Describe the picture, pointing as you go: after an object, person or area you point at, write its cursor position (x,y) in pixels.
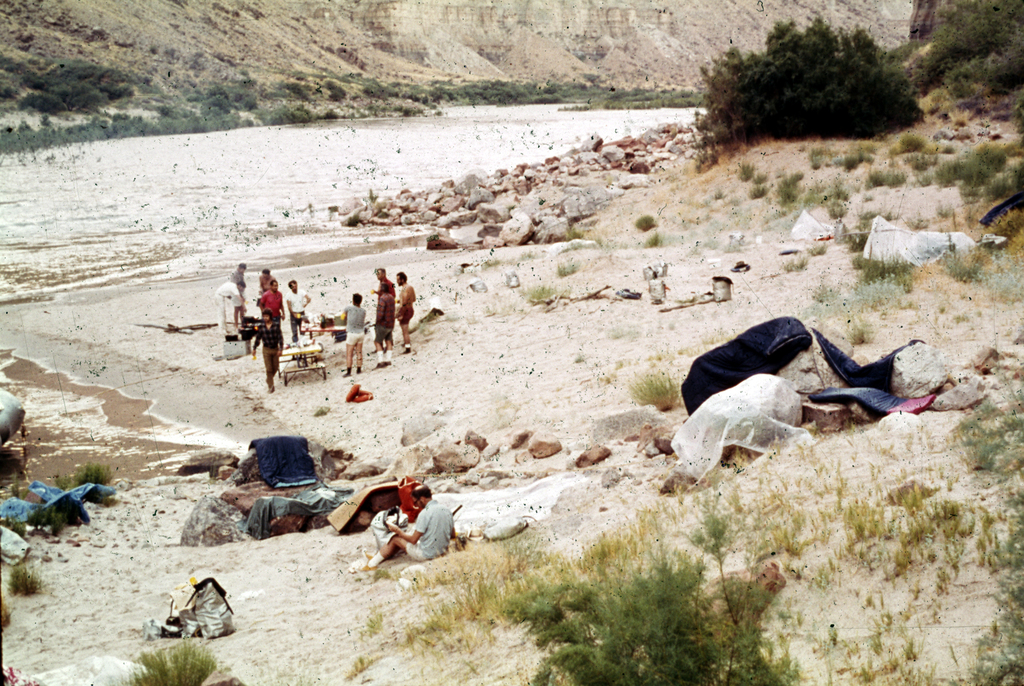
In this image we can see water (253,194), rocks (451,189), people (429,521), tables (287,359), plants (895,67), grass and things (271,500).
